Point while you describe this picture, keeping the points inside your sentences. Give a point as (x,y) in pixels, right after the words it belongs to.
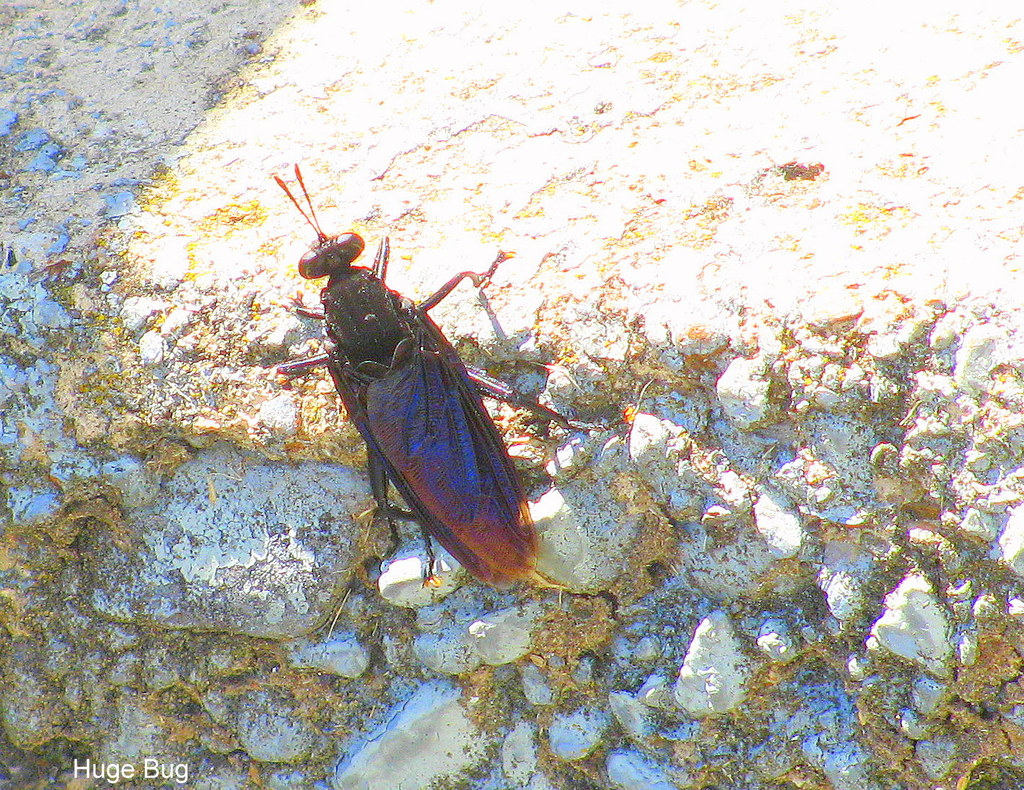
In this image I can see an insect (367,323) on the rock (192,511). I can see an insect (379,493) is in black and brown color.
